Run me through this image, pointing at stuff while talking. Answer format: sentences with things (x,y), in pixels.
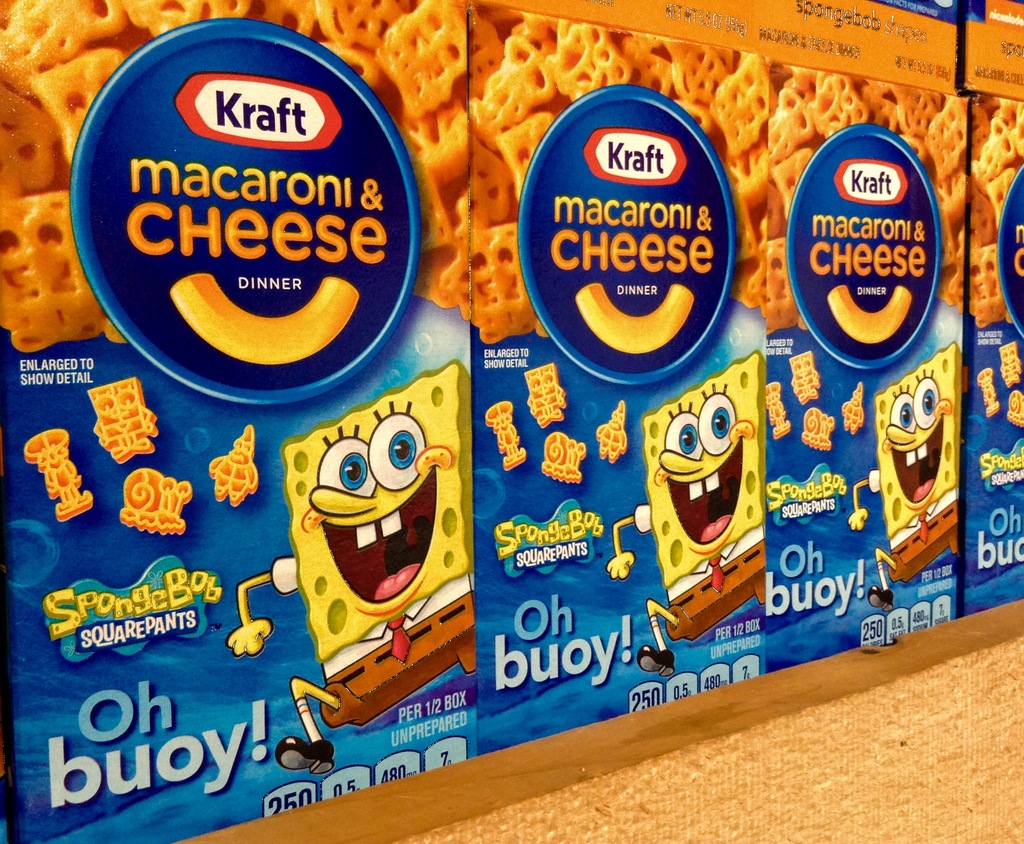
In the image we can see these are the boxes (463,261), on the box (769,111) there is a printed text (644,258), animated pictures (697,467) and view of the food item (750,165).
